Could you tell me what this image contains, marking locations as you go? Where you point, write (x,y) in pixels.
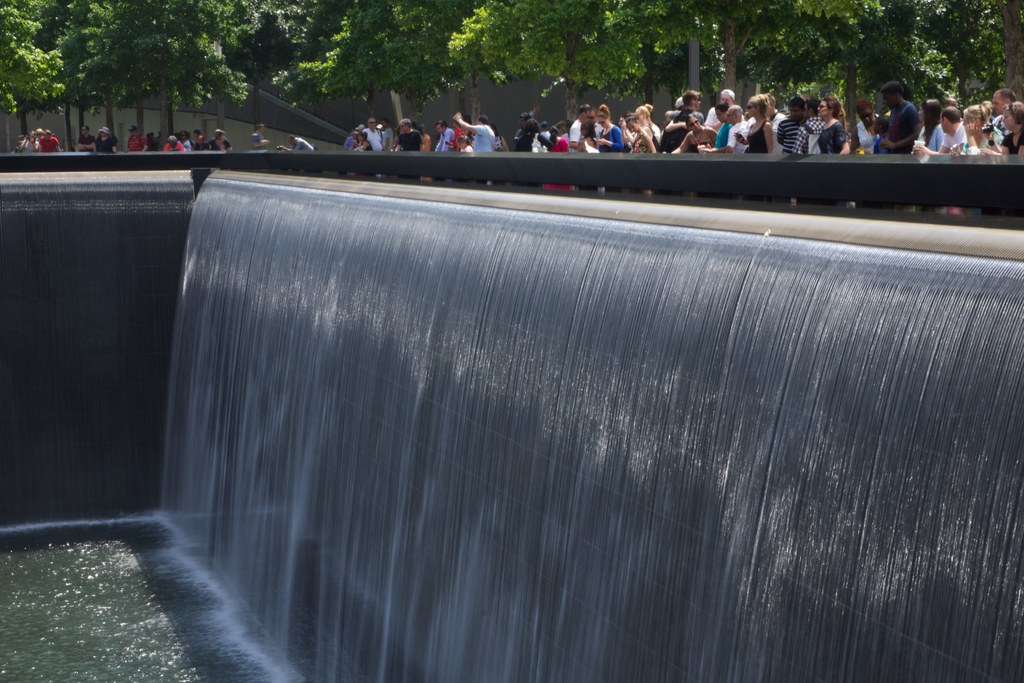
In the center of the image (414,322) there is fountain (194,441). At the bottom of the image (96,625) there is water (109,589). In the background of the image (18,19) there are trees (644,1) and people (909,113).
